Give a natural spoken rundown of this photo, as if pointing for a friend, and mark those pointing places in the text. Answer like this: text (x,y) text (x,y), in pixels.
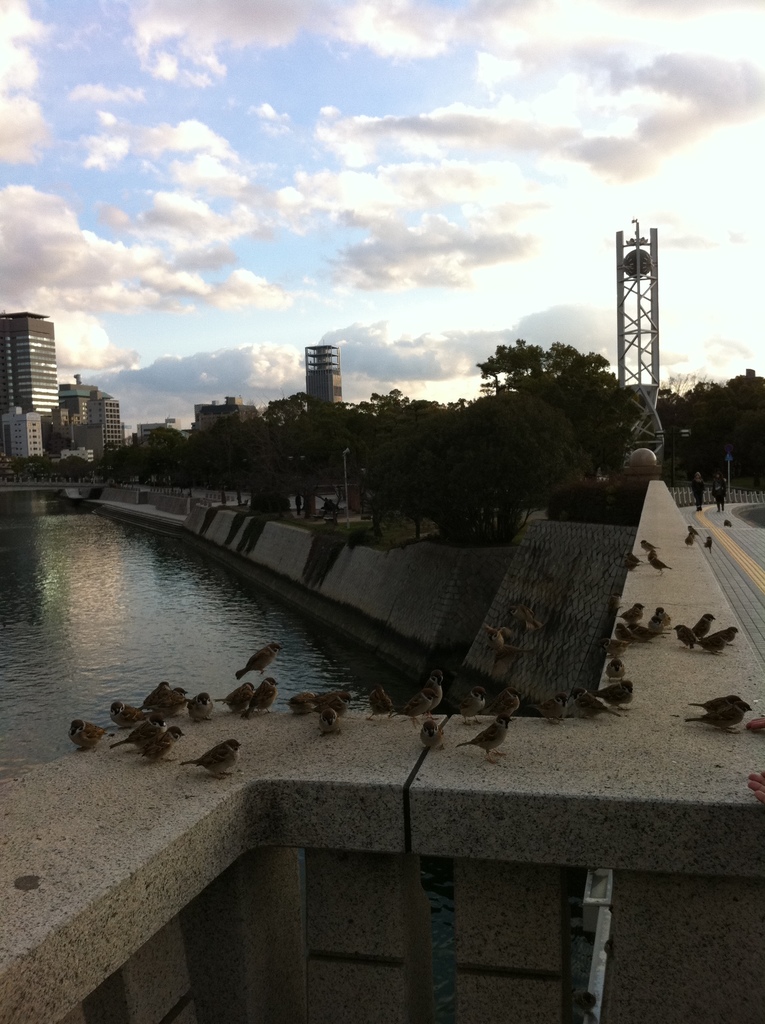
In this image at the bottom (588,845) there is a wall (560,777) on the wall (656,767) there are some birds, and on the left side (120,544) there is a small river (156,560). And in the background (70,436) we could see some buildings (48,395), towers (638,366) and trees (407,480). On the right side (720,554) there is a road (738,579) and two persons (719,489) are walking, on the top of the image (449,159) there is sky (236,303).
